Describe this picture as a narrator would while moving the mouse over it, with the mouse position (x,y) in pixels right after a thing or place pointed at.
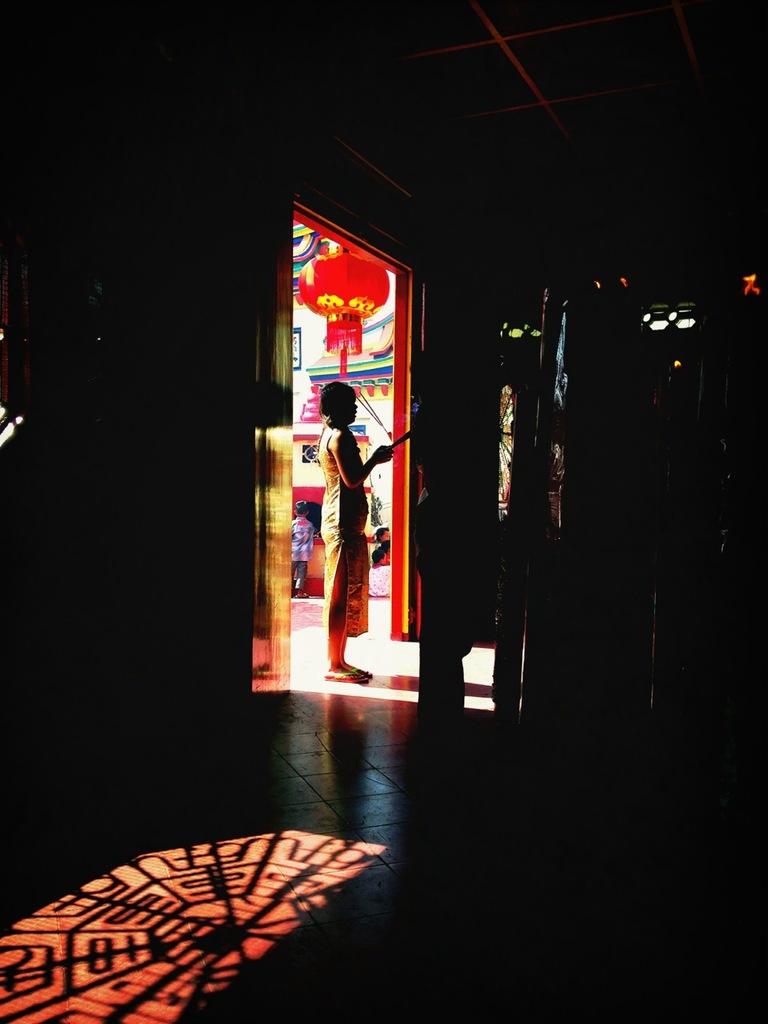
This picture is clicked inside the room (552,768). In the foreground (419,832) we can see the ground (329,806). In the center (447,441) we can see a person (436,496) standing on the ground (441,778). On the left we can see another person (342,447) holding an object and standing on the ground (364,665). On the right (564,406) we can see some objects (520,549). In the background (302,515) we can see the group of people (377,551) and we can see a chandelier like thing (338,288) hanging on the roof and we can see many other objects (307,456) in the background (298,445).
